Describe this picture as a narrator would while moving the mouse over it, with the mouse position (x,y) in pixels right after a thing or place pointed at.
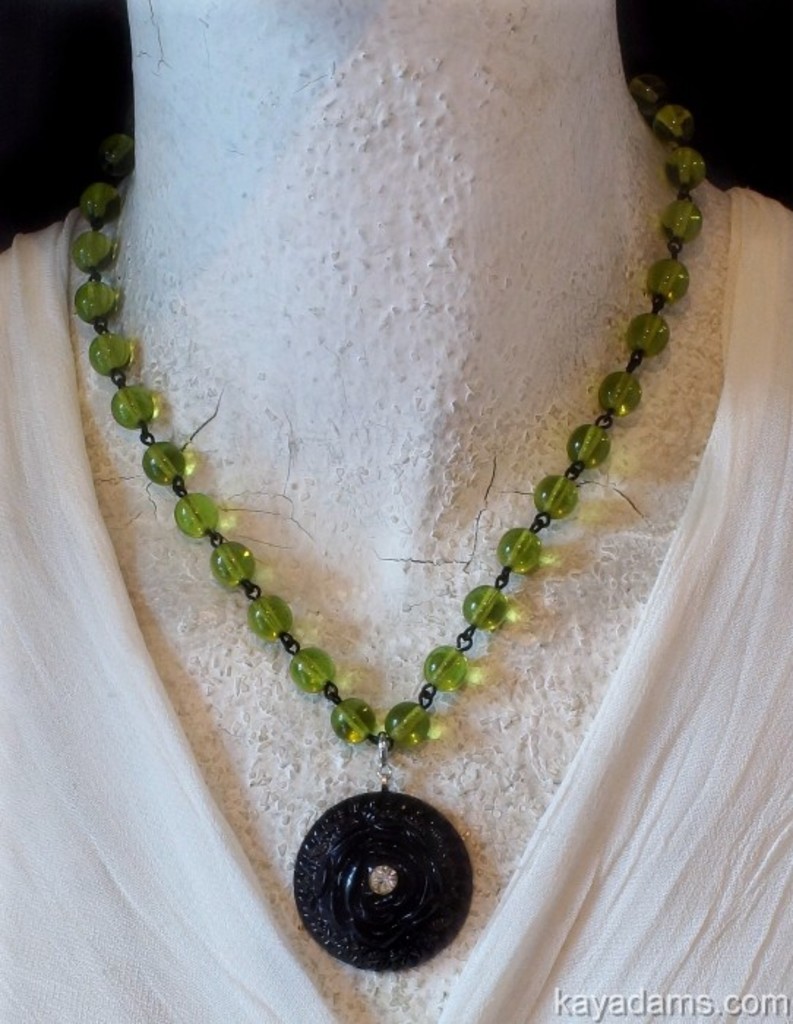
In this image we can see a chain (131,396) with a pendant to a doll (303,748).
